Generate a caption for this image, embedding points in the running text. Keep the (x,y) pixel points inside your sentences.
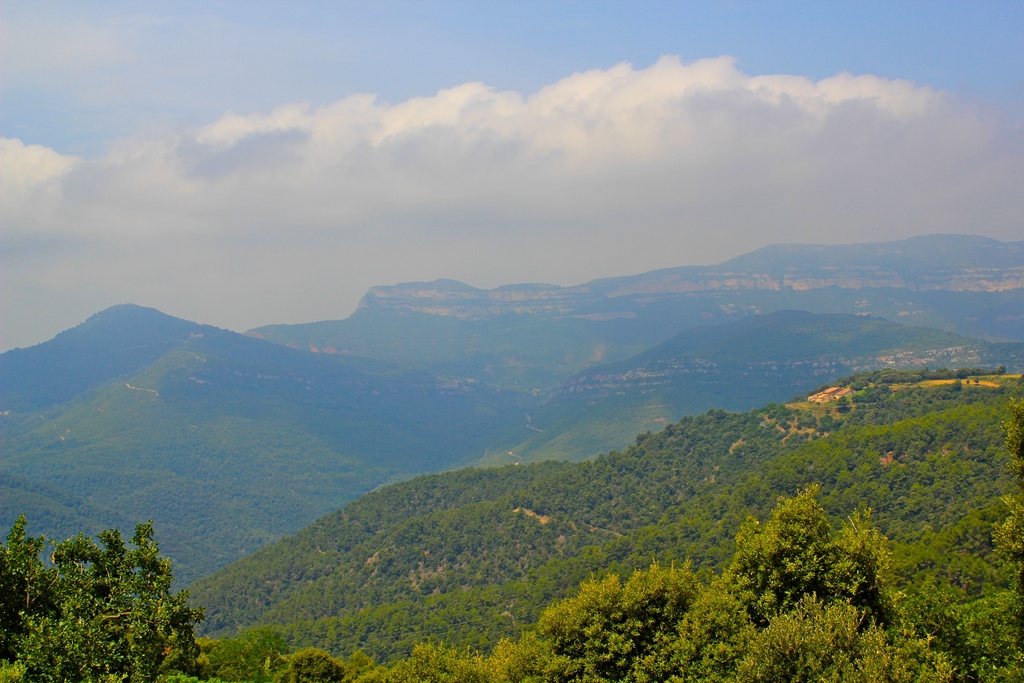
There are plants (504,615) and trees (587,653) on a mountain (971,533). In the background (497,445), there are mountains (721,300) and there are clouds (655,182) in the blue sky (615,26).
